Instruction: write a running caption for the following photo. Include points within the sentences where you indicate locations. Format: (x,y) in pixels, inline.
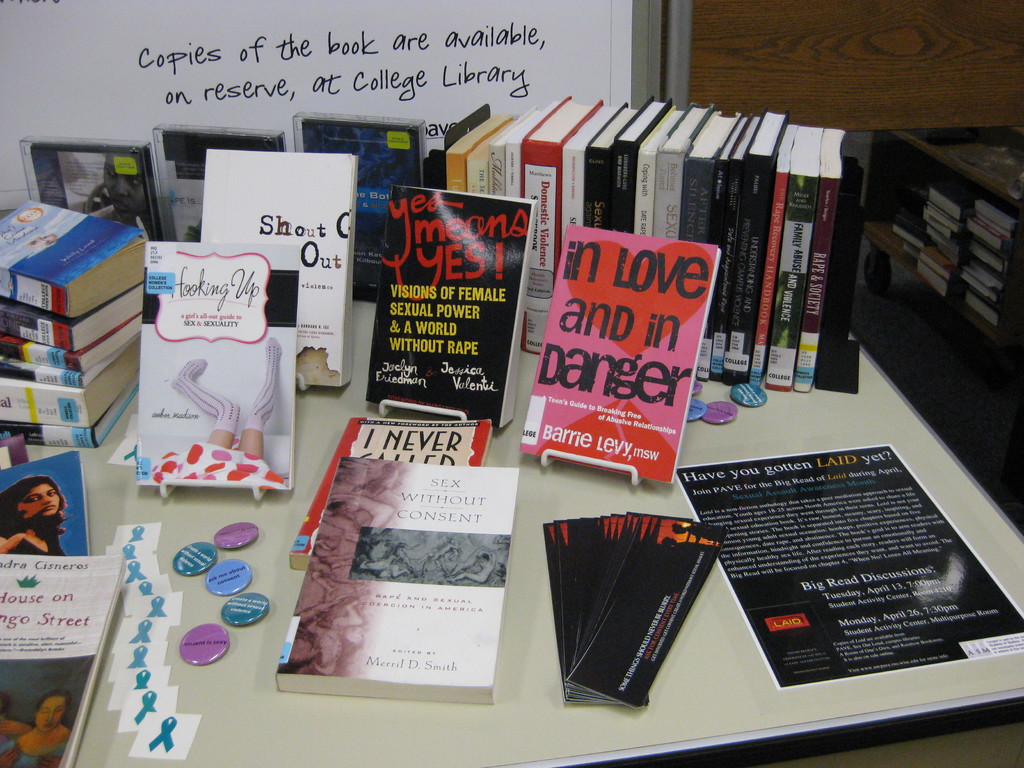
In this image I can see a table (102,679) with some papers (130,641), pamphlets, badges (214,580), books (210,454), cassettes (197,137) and a board (150,23) at the top of the image (347,106) with some text (364,90). On the right side of the image (880,213) I can see a cart (878,266) with books (943,237).
